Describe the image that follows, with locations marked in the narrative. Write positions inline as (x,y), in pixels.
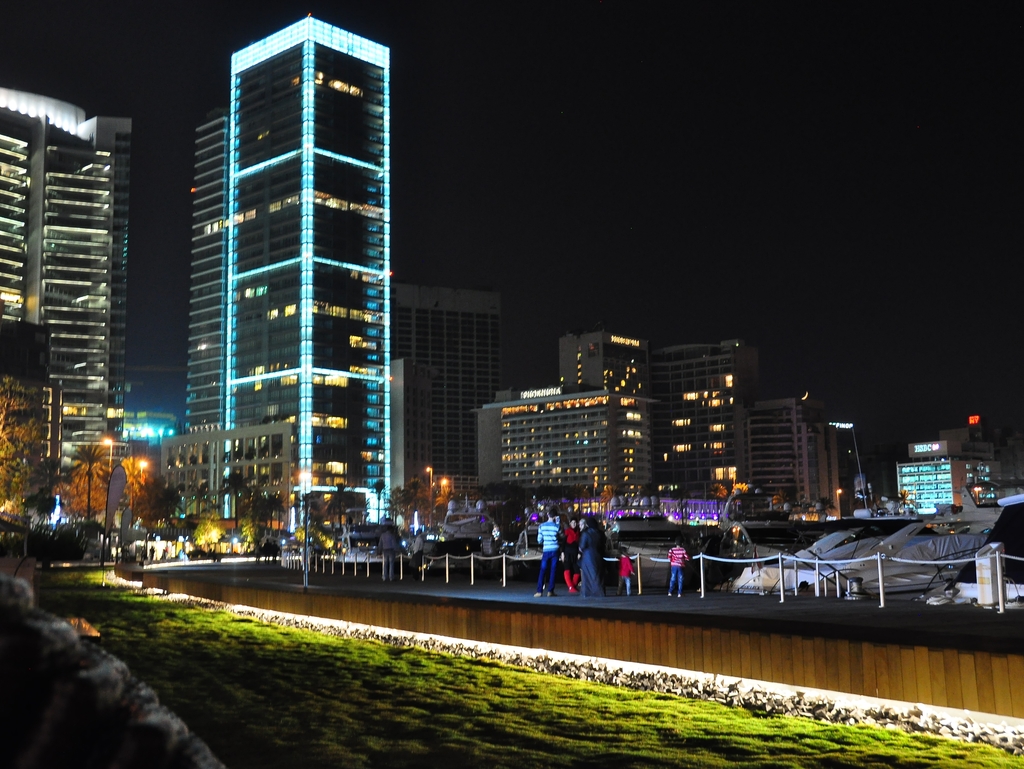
In this picture we can see the grass (253,702), water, fence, some people (551,525), buildings (391,429), poles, lights (485,645), trees (180,506), some objects (917,512) and in the background (627,114) it is dark.
